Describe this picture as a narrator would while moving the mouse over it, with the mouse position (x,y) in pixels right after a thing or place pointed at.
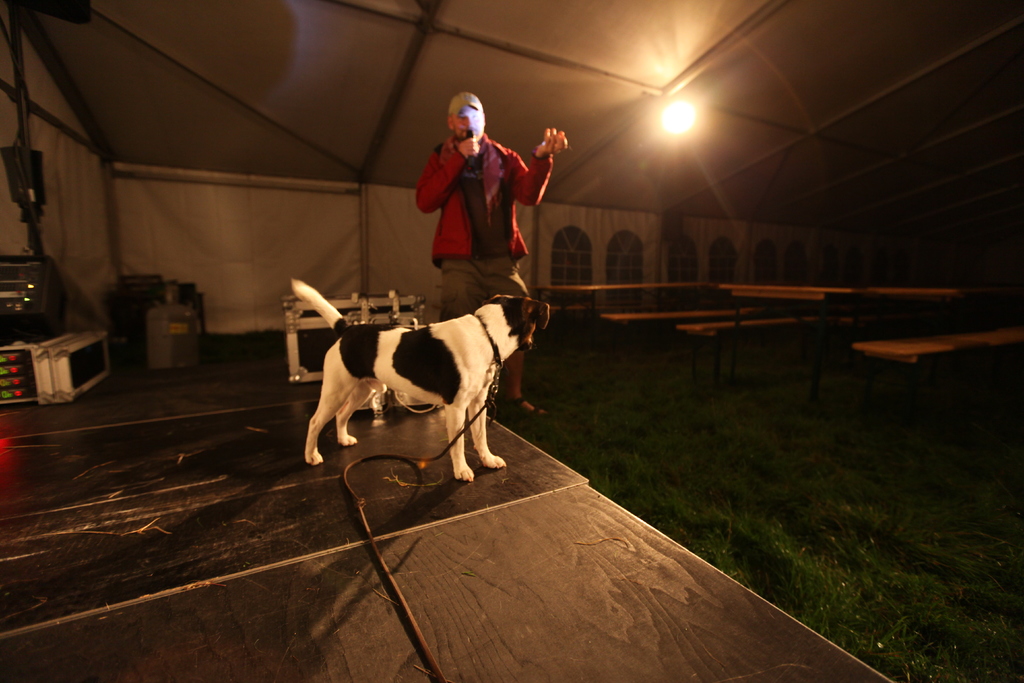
As we can see in the image there is a wall (324,232), windows (691,245), light (674,109), dog (467,385) and a person (469,200) wearing red color shirt (460,212), cap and holding a mic (472,135).
